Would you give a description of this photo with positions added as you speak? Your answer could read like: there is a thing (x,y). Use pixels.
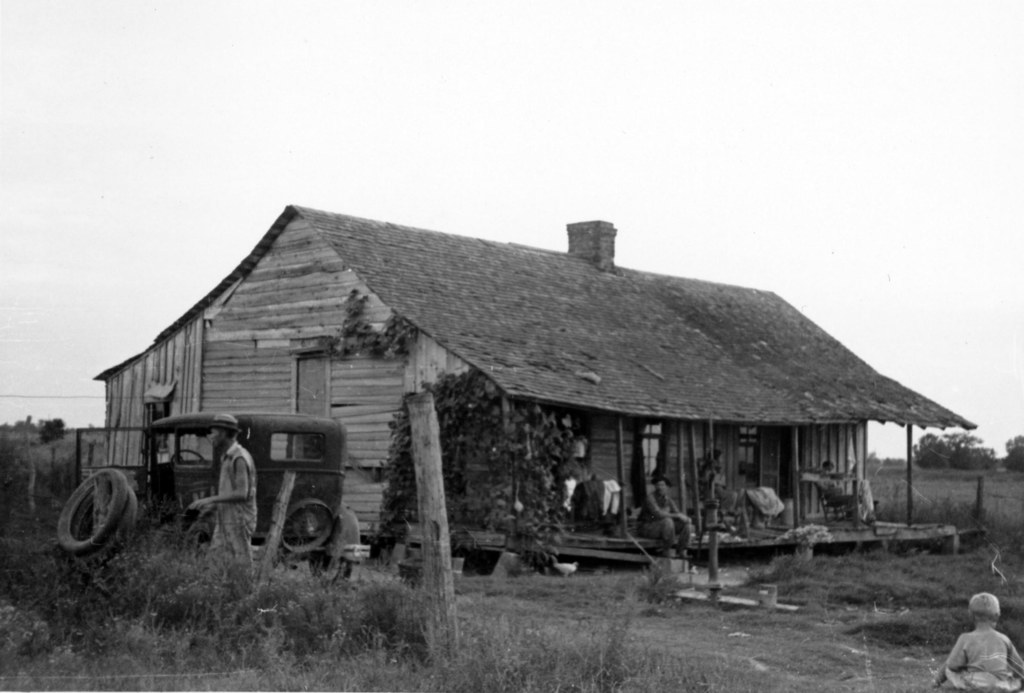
In this picture I can observe a house (497,297). On the left side (278,480) I can observe a vehicle (293,549) on the land (223,565). There are some plants (266,626) on the left side (71,600). In the background (698,163) there is sky (523,154).
